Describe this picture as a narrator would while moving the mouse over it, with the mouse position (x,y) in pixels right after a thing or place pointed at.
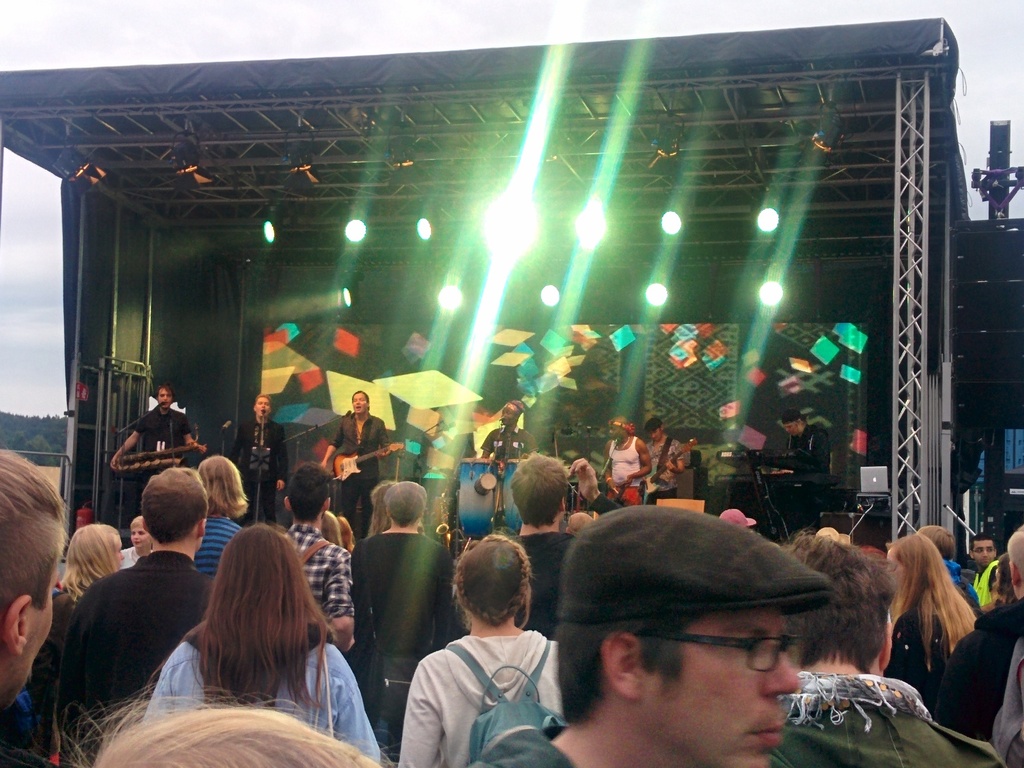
There is a group of persons (372,434) standing and performing on the stage (453,471) as we can see in the middle of this image (346,425) and there is a crowd (288,616) at the bottom of this image (729,705). We can see the lights (483,313) to the stage (400,291).
